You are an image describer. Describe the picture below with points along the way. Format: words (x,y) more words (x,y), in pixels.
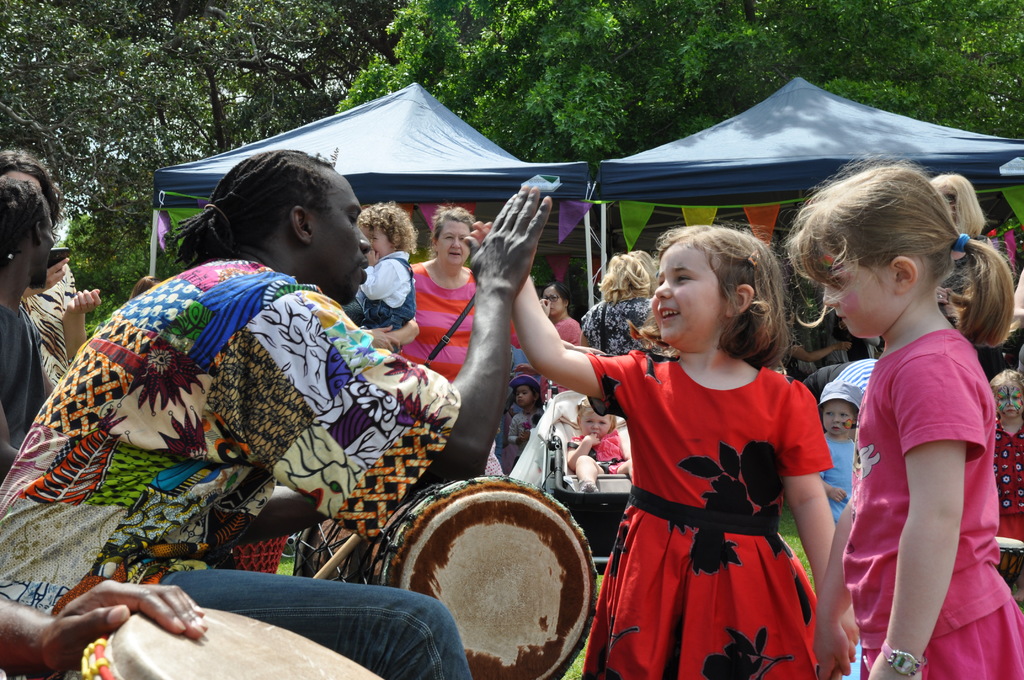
In this picture we can see some persons (686,412). Here we can see a baby (584,457) on the stroller (592,506). These are the tents (778,182). And on the background (480,93) we can see some trees (799,54).
